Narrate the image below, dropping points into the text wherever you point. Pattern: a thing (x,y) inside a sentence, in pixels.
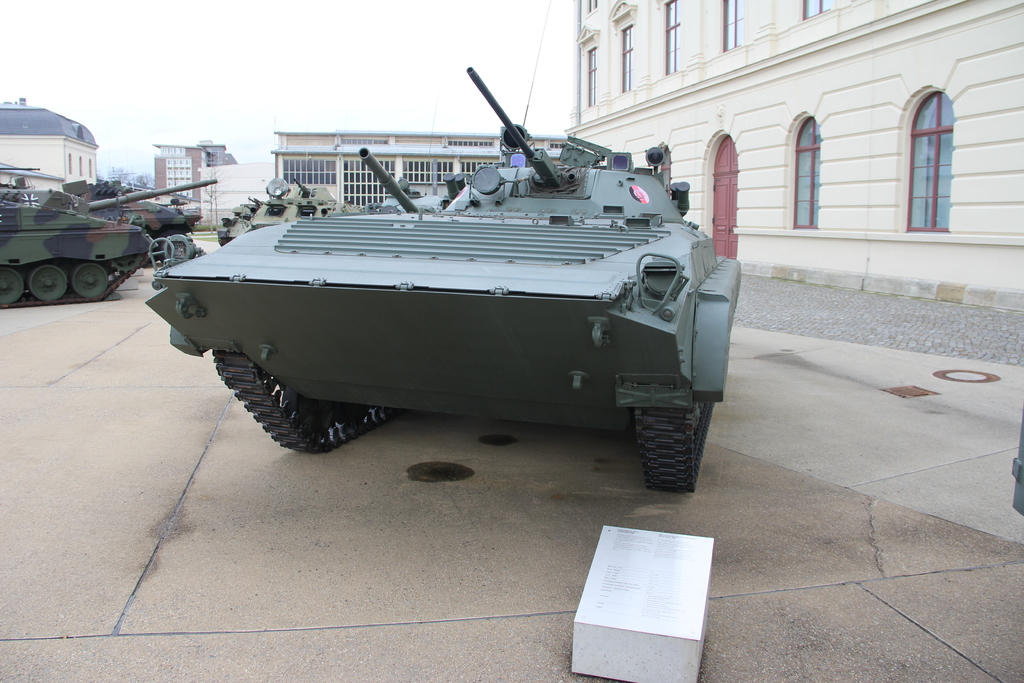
In this image I can see few military tanks (129,229) on the ground (400,552). At the bottom of the image (625,628) there is a white color box (609,609). In the background (605,117) there are some buildings (674,96). On the top of the image (287,81) I can see the sky (139,29).
